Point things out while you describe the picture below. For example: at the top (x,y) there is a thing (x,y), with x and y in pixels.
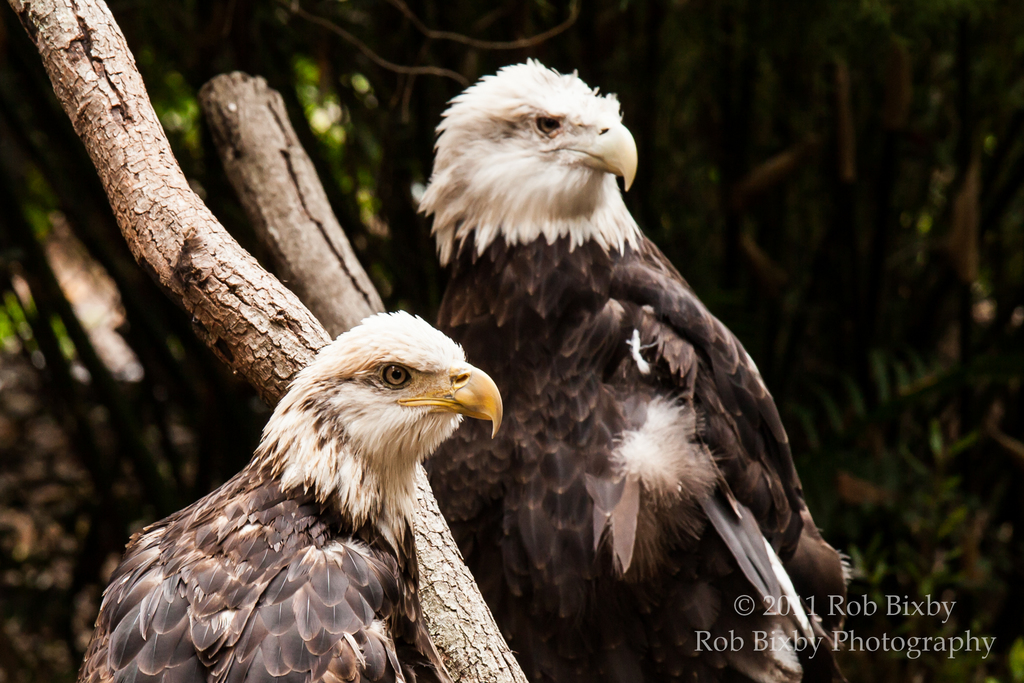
In this image I can see two eagles (576,431) which are brown, black, cream and white in color. I can see a wooden log (500,640) which is brown in color and in the background (157,106) I can see few trees (347,105).
